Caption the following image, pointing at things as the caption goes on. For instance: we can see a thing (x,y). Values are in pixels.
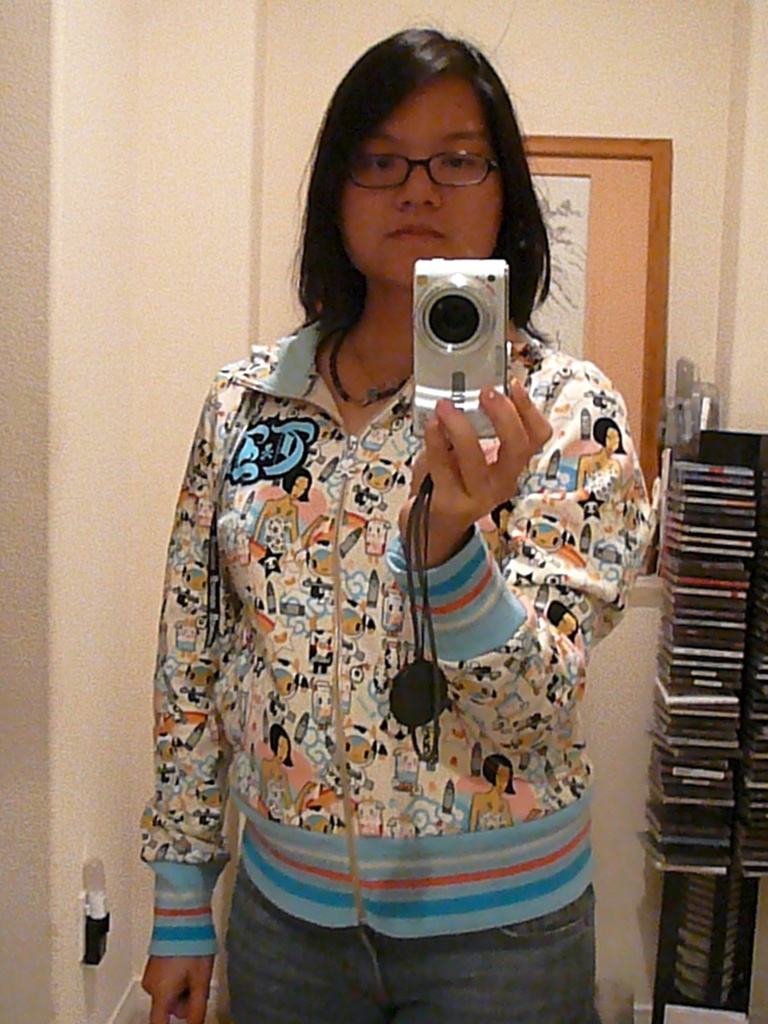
Here we can see a woman (377,211) standing and holding a camera (430,390) in her hands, and at back (581,22) here is the wall (600,91) and photo frame (614,264) on it.
